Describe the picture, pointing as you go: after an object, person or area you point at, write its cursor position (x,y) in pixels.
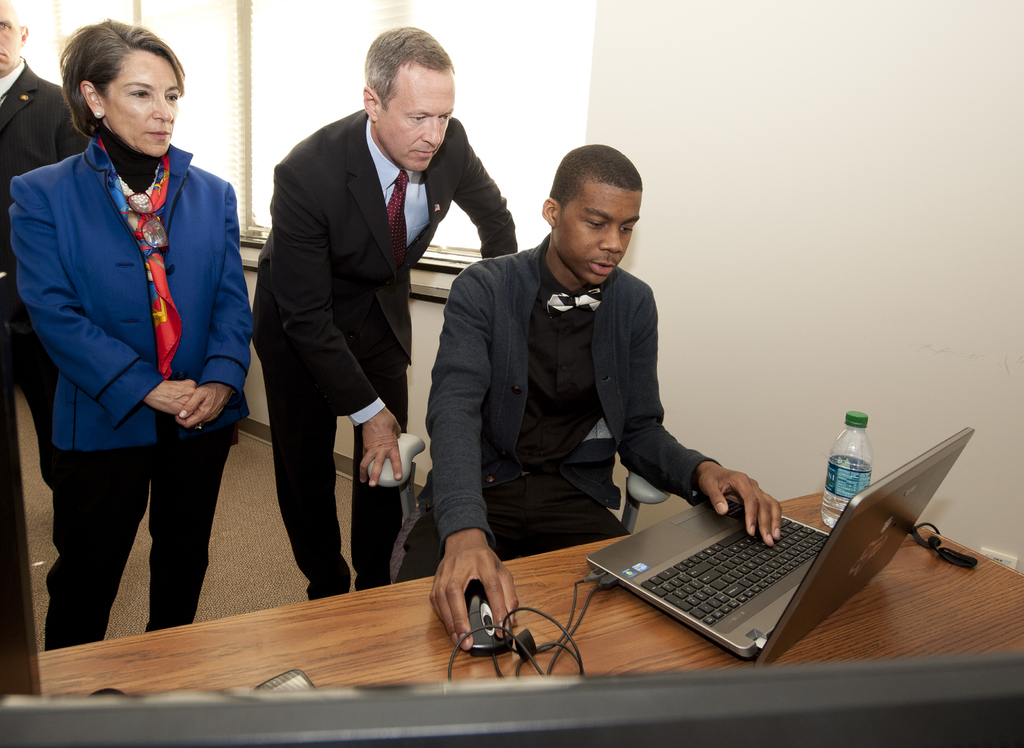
Here in this picture we can see 4 people (269,346) and three of them are standing and one guy (614,310) is sitting on a chair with a laptop (741,583) in front of him he is using the laptop (682,583) and there is a bottle (838,477) beside him.
